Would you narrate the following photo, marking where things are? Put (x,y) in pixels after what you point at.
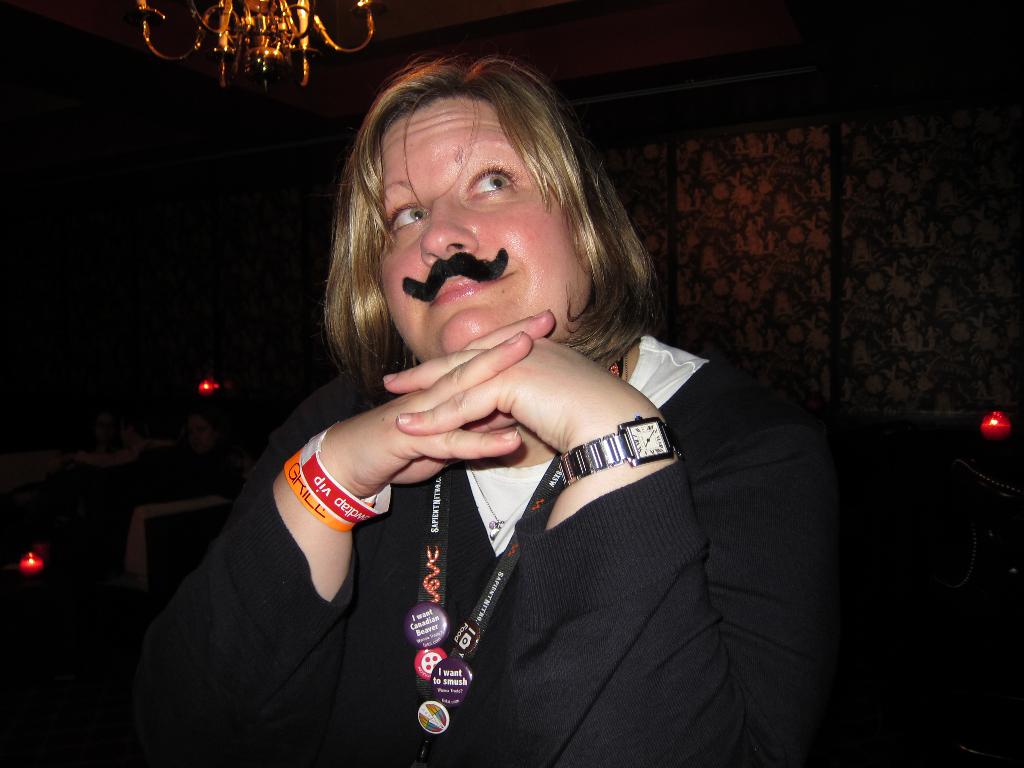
In this image we can see a person (505,588) sitting on the chair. In the background (158,259) we can see walls (197,262) and a chandelier (271,68).
